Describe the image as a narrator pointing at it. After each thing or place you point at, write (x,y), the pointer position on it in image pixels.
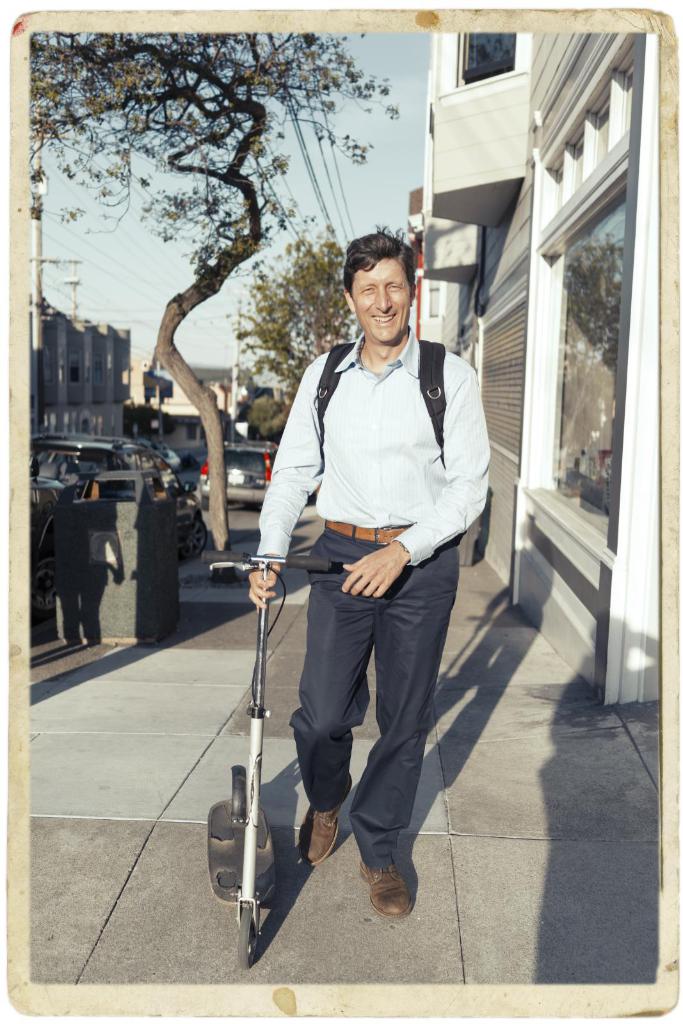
There is a man (420,465) holding a scooter (333,570) with his hand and he is smiling. There are cars (66,459) on the road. Here we can see trees (215,427), poles (233,402), bin (157,544), and buildings (534,575). In the background (325,206) there is sky (336,195).
